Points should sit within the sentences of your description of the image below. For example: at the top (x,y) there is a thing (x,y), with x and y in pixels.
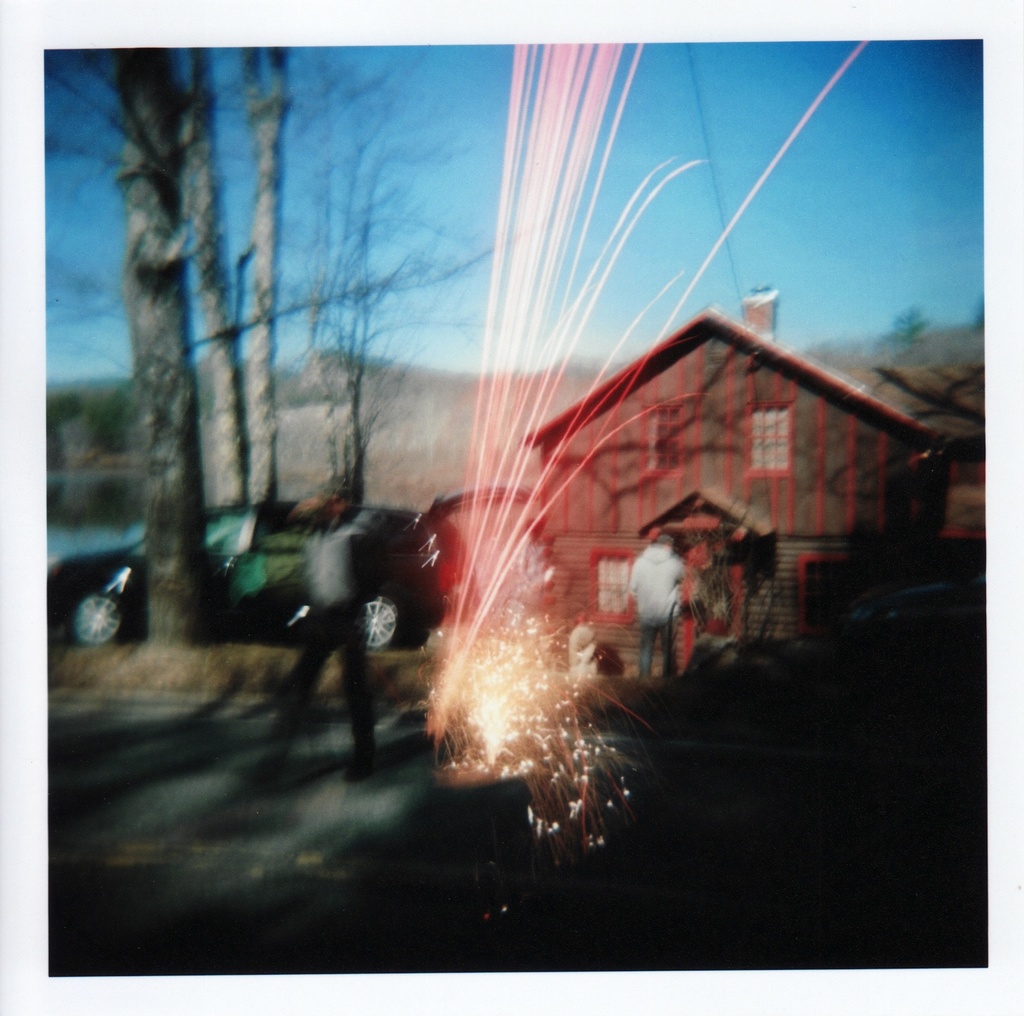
It is the blur image in which there is a person (288,686) walking on the road (193,757). In the background (571,493) there is a house (616,454). Beside the house (632,450) there is a car (256,546). There are trees (148,371) on either side of the car (219,552). There is a sparkle (506,560) in the middle (494,533). At the top (894,214) there is the sky (894,214).
